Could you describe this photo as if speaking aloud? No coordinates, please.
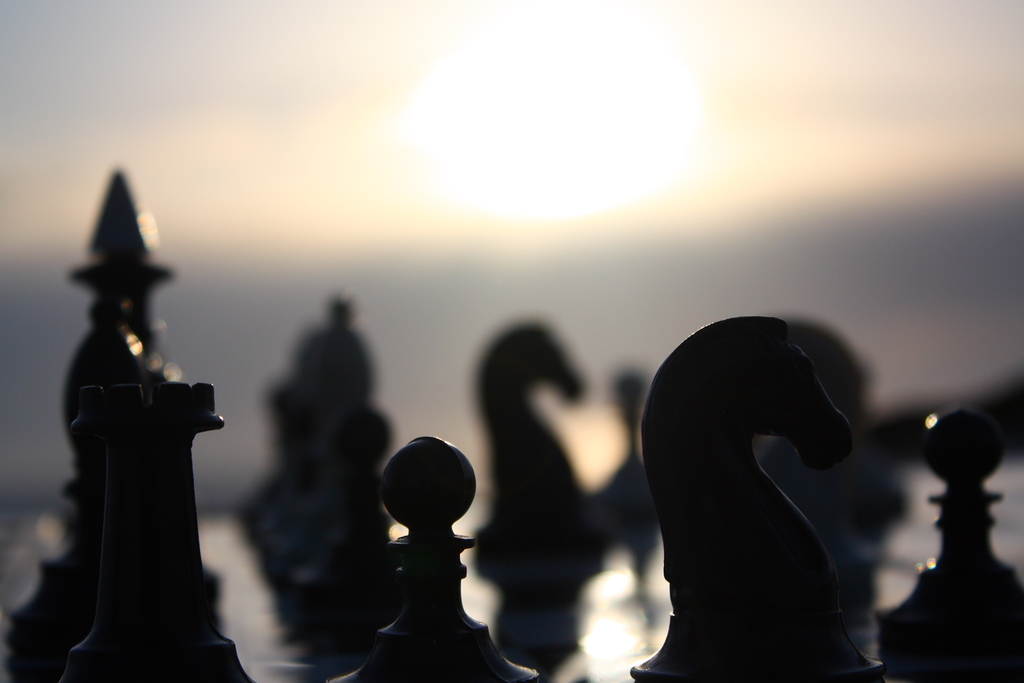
In this image we can see chess board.
